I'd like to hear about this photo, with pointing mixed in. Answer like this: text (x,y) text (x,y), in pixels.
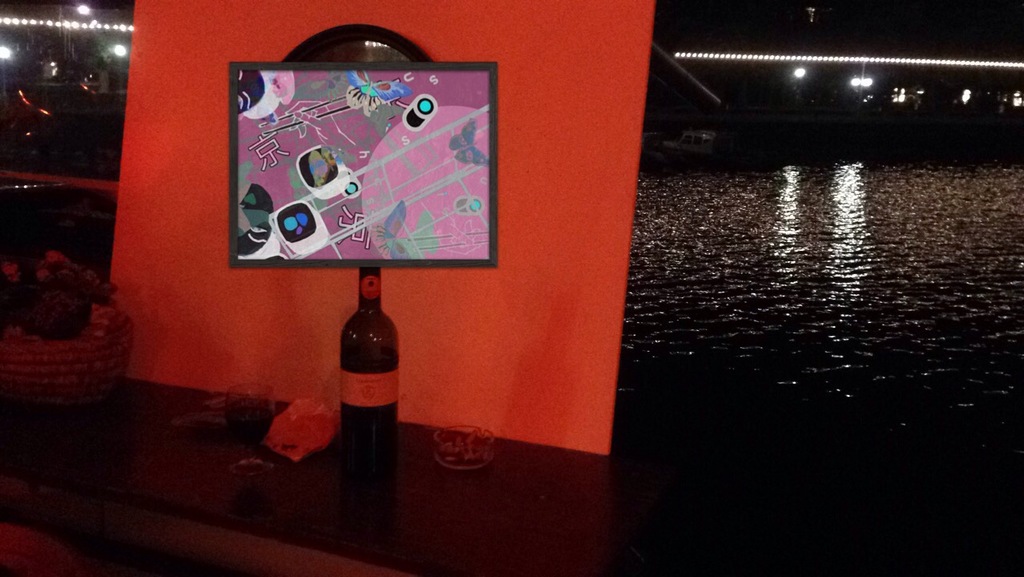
In this picture we can see a poster (486,240), bottle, water (753,283), lights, rods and some objects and in the background (989,6) we can see it is dark.
